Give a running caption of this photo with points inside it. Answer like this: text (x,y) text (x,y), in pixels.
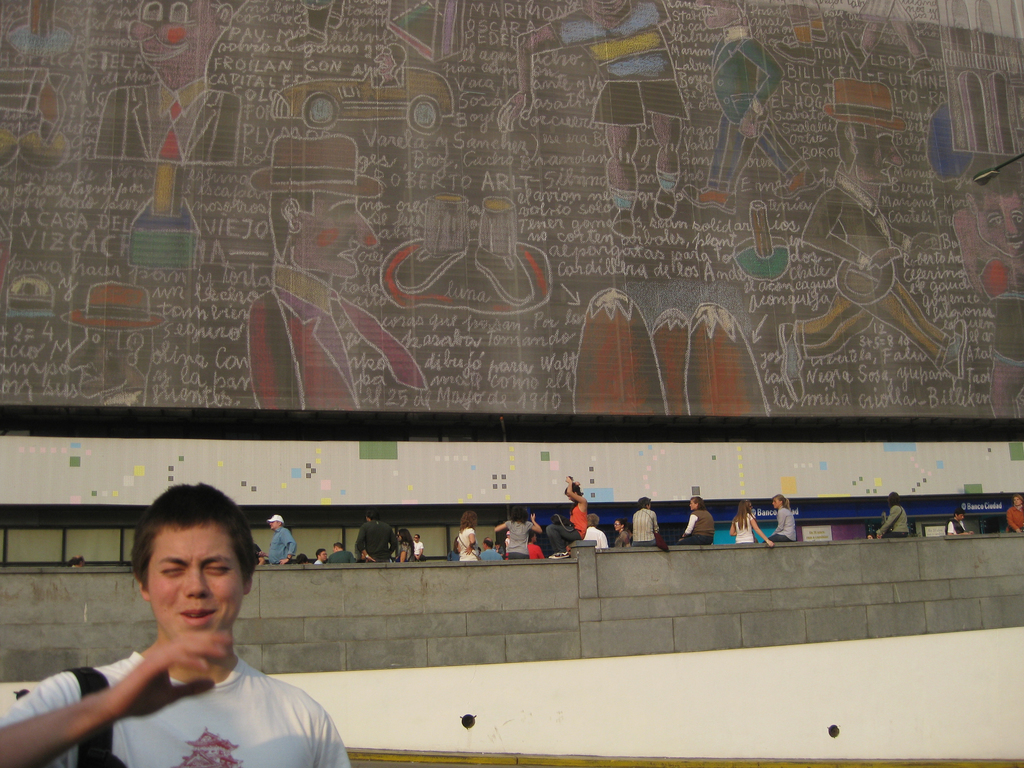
In this image I can see group of people (485,553). Back I can see few people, vehicles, some objects (458,282) and something is written on it. In front (263,739) I can see a person (252,746) wearing white color top (278,738).
